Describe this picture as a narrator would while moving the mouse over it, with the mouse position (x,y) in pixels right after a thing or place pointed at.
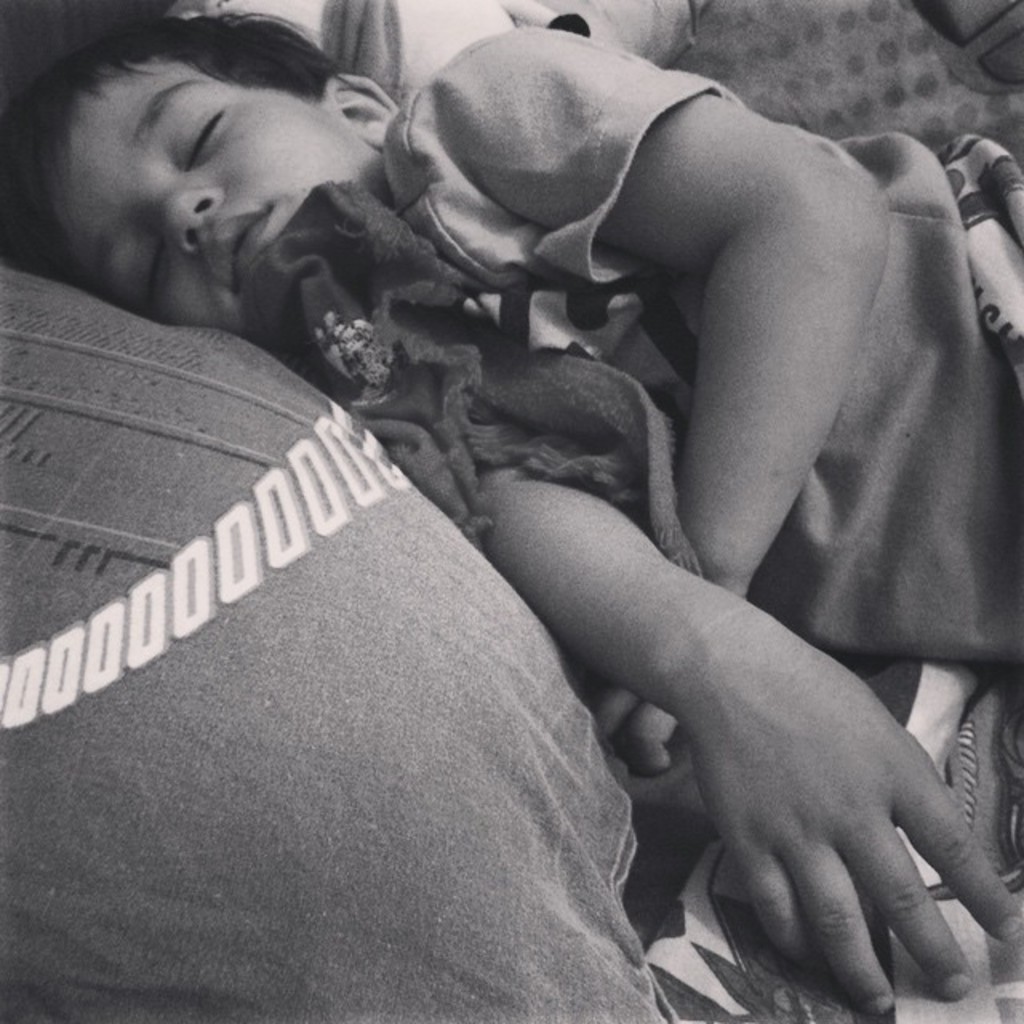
In this image there is a boy (649,369) sleeping on the bed (727,995). Beside him there is a pillow (364,790).
